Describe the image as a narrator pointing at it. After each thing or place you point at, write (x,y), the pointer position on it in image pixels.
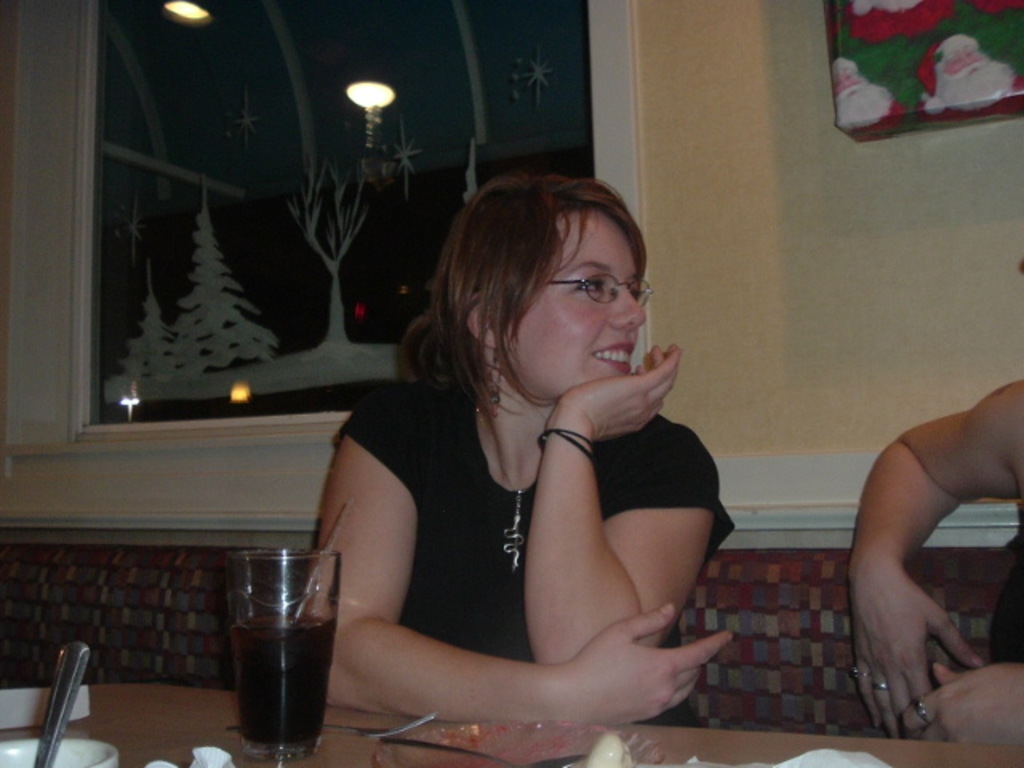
In this image there are two persons (620,467) sitting on the sofa (986,597) around the table (233,692), on the table (787,752) there are plates (449,743), glass (301,708) and a fork (385,735), there are frames (454,79) attached to the wall (700,58) and there are reflections of lights (373,107) in one of the frames (366,194).
